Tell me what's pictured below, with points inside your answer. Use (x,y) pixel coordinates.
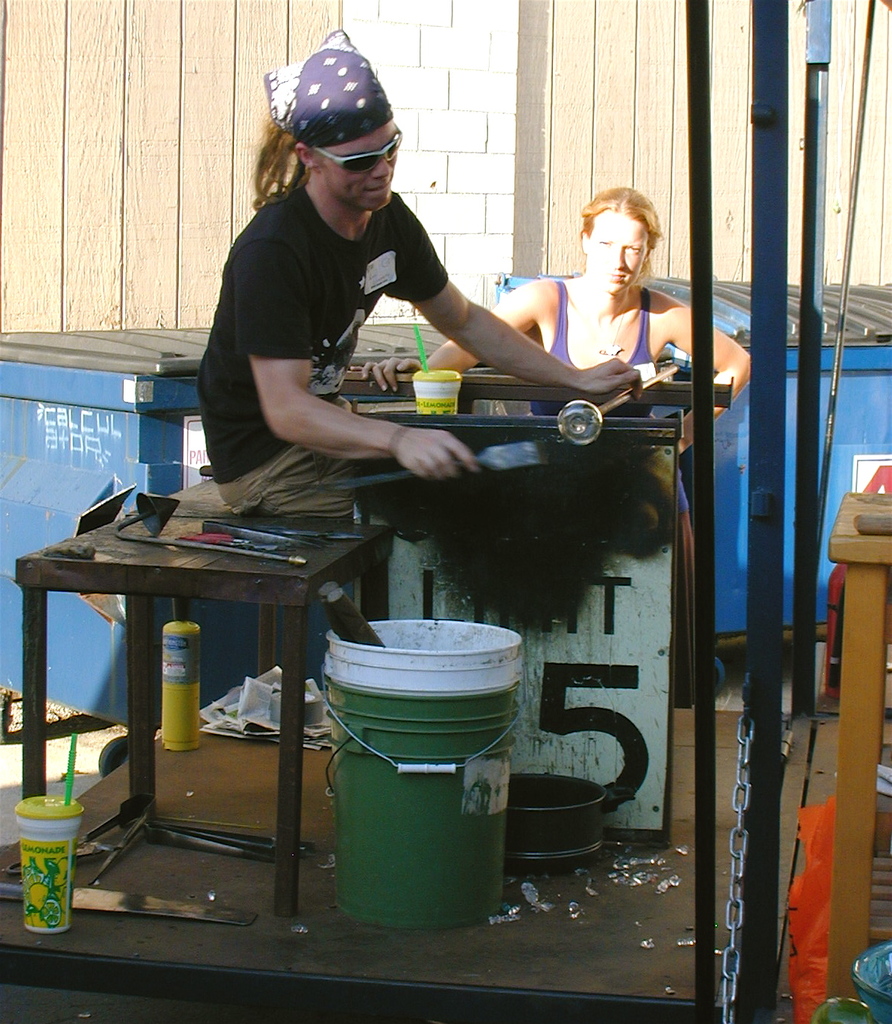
This is the picture of a man (252,323) in black t shirt (274,326) sitting on a table (194,582) and doing some work. Background of the man (255,338) is a wall (244,178).
